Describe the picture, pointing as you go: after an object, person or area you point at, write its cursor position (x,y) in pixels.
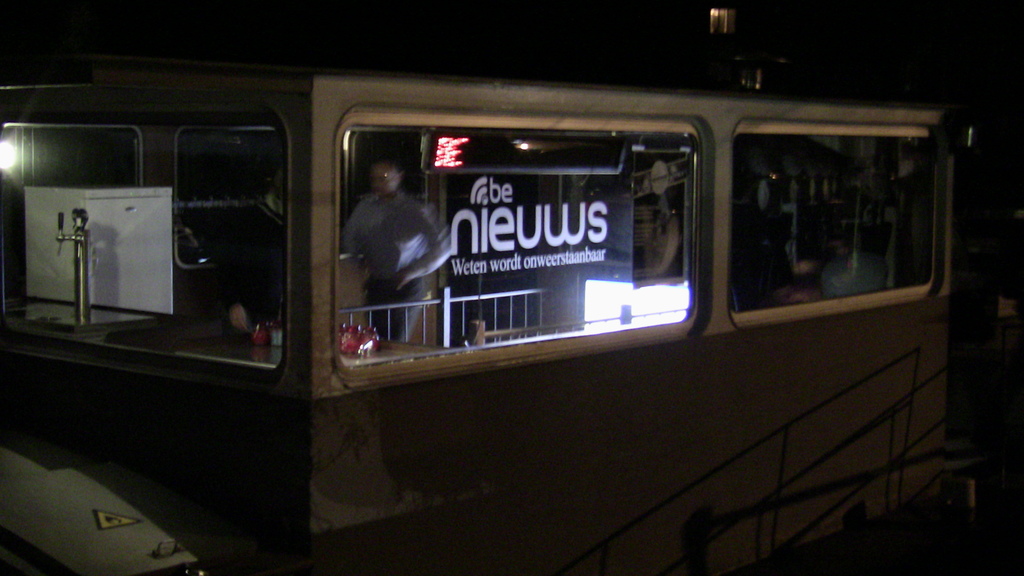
In this image, we can see a house (825,388) and a person (404,195). We can also see some glass (567,228) with text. We can see some objects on the left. We can see an object (174,557) at the bottom (155,559). We can also see the dark background (912,4).
